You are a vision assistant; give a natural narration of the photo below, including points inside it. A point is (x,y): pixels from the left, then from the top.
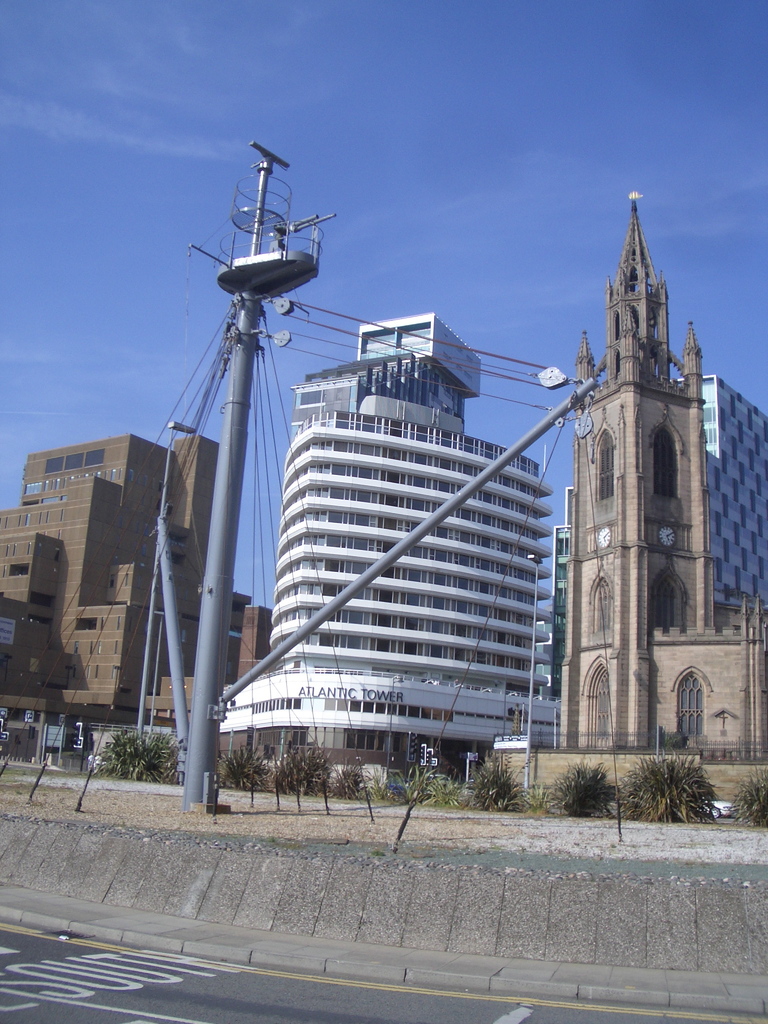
In this image we can see the road (70,980), pole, wires (45,767), shrubs (753,797), tower buildings (242,733) and the blue sky (340,77) in the background (414,317).
